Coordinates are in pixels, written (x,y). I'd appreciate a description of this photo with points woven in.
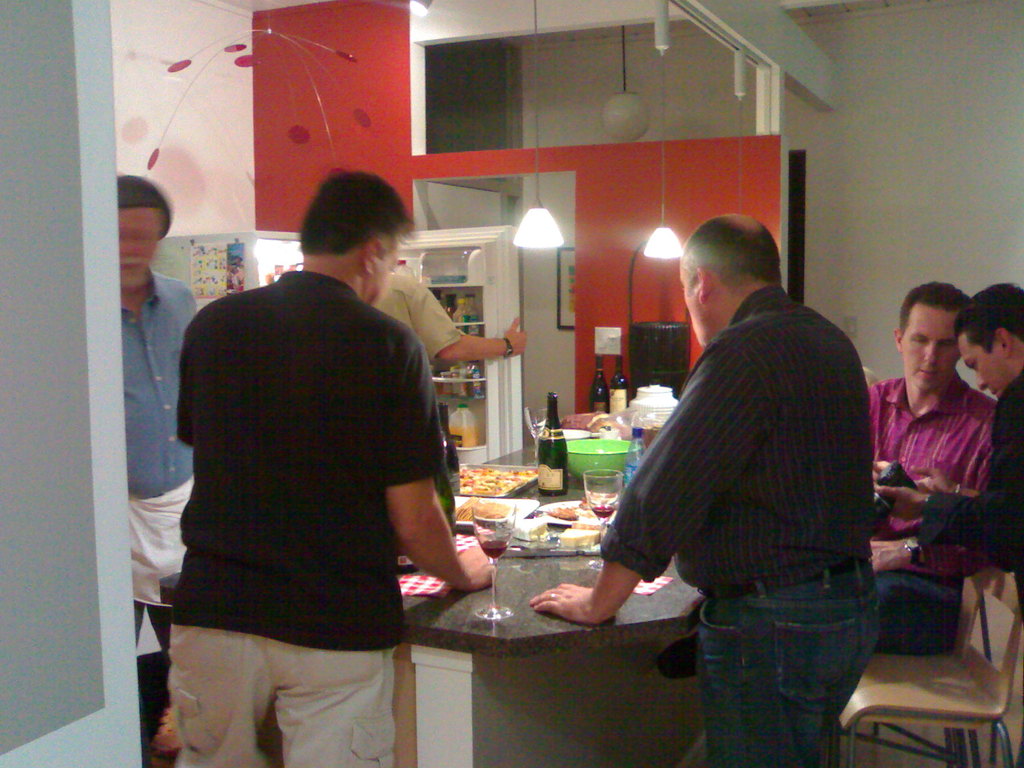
In this Image I see 6 men (739,614), in which this man (952,291) is sitting on chair (1001,591) and rest of them are standing. I see that this man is near to the fridge (497,407) and rest of them are near to the table (547,626) on which there are bottles (448,427), glasses (601,486), food (520,474) and other things (643,405) and I can also see another chair (1013,767) over here. In the background (120,162) I see the lights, decoration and the wall (976,179).
